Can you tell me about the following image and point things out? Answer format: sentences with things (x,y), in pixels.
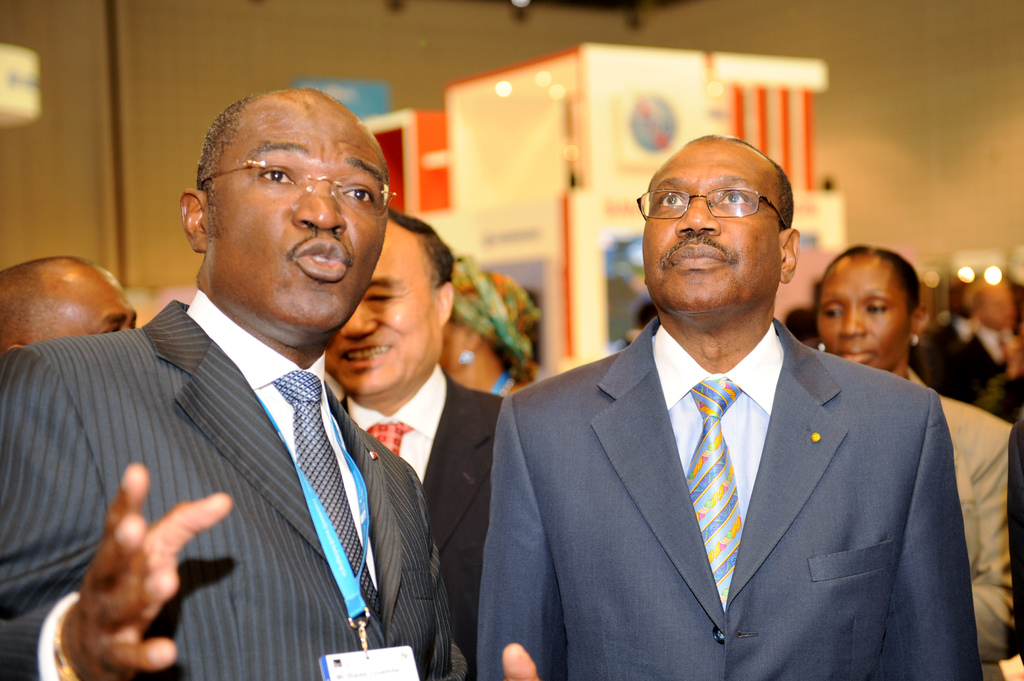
In this image, we can see people (610,494). On the left side of the image (165,449), a man (312,466) is talking and another person (425,451) is smiling. Background (185,10) there is a blur view. Here we can see wall (164,102), lights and people (912,271).
